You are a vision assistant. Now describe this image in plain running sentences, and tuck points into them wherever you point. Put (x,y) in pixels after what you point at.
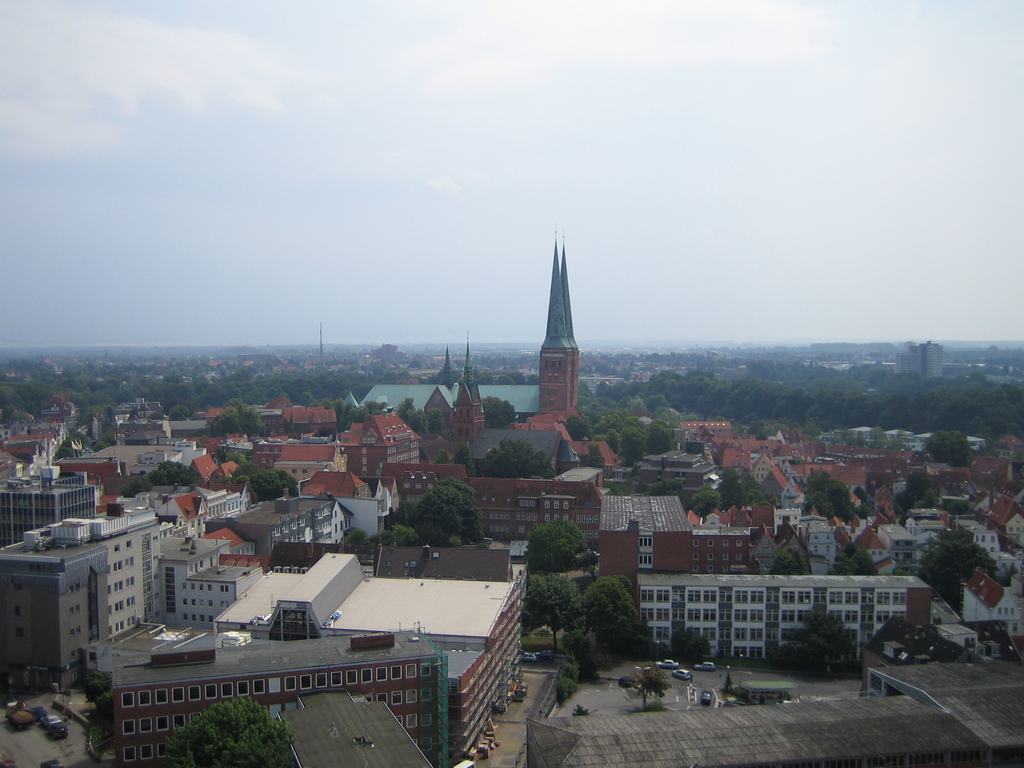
This is an aerial view in this image there are houses (536,510), towers (542,366), trees (639,649), vehicles (542,656) and the sky (574,114).
